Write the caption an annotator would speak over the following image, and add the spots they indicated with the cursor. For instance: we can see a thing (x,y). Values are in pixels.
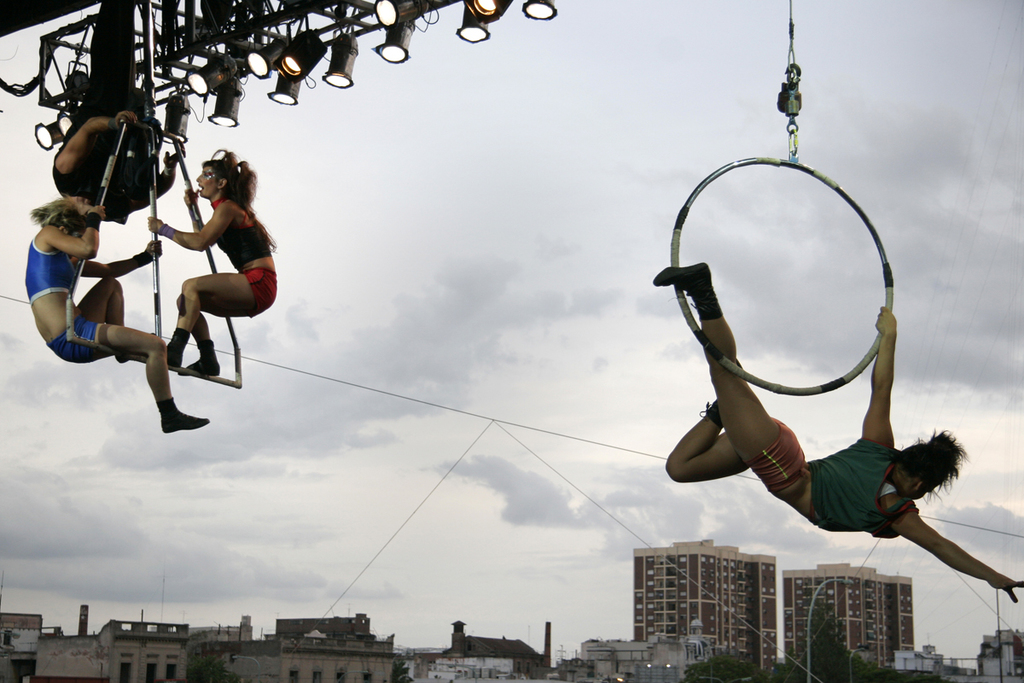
In this image we can see some people (234,279) on a metal frame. We can also see some wires (293,370), lights (228,73) and the sky (489,232) which looks cloudy. On the right side (864,442) we can see a woman (876,459) holding a metal ring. On the bottom of the image (763,616) we can see a group of buildings (752,602) with windows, trees (860,666) and some poles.
